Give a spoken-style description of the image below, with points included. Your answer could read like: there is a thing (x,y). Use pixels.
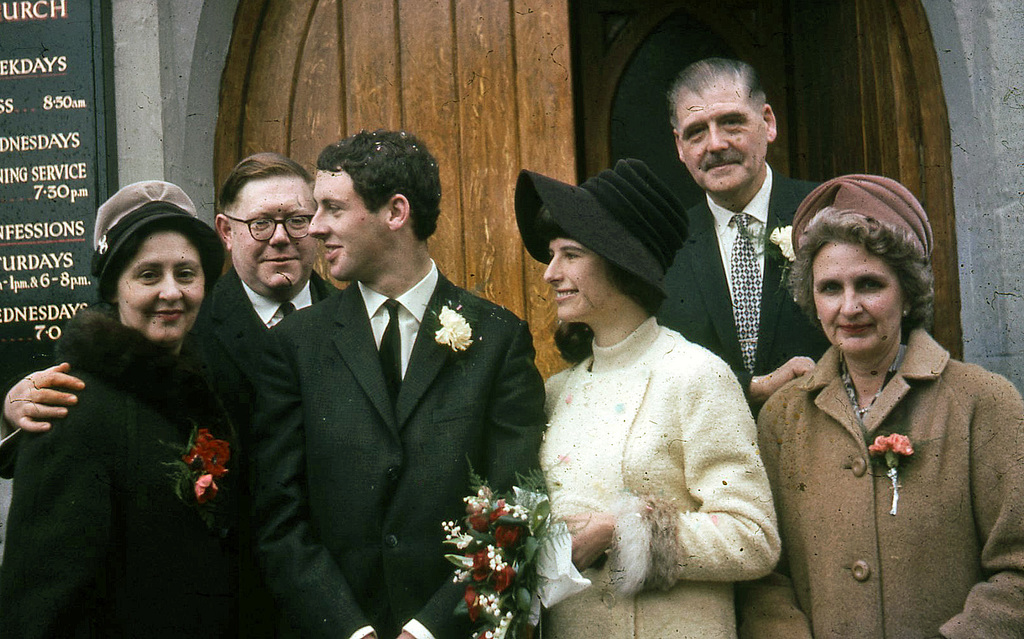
There are three women (625,375) and three men (734,354) standing and smiling. This woman (621,510) is holding a flower bouquet (530,560) in her hand (573,523). I can see the wooden door (563,121). This is the board (39,131), which is attached to the wall (141,70).
